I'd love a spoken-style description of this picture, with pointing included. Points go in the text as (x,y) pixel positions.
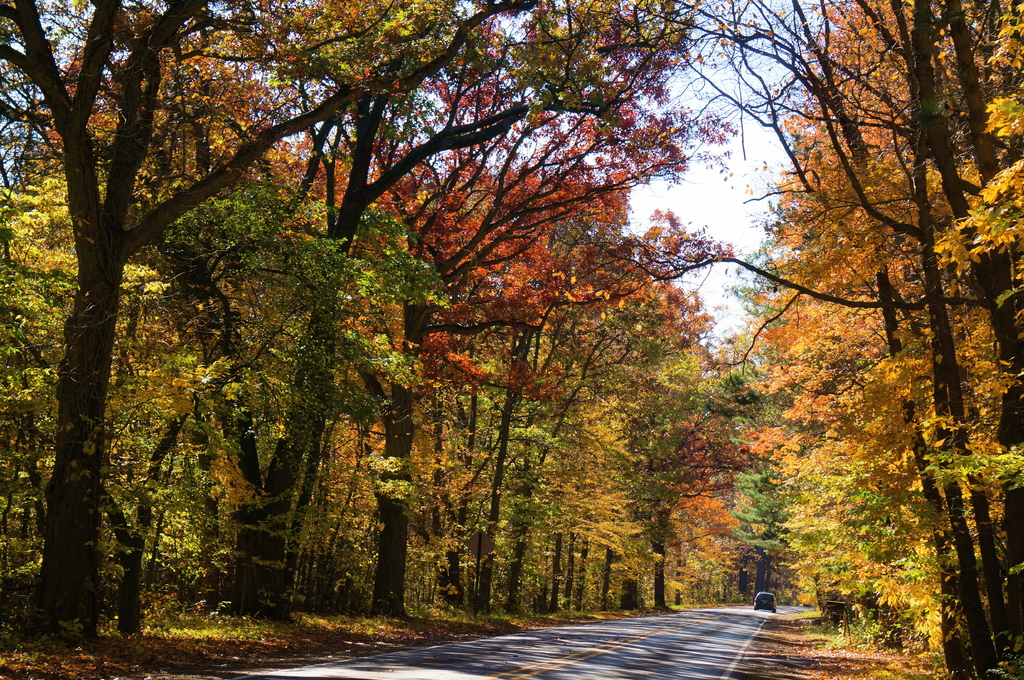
In the foreground of this image (686,632), there is a road (744,633) on which there is a vehicle (768,608). On either side, there are trees (700,327) and at the top (726,203), there is the sky (710,208).
